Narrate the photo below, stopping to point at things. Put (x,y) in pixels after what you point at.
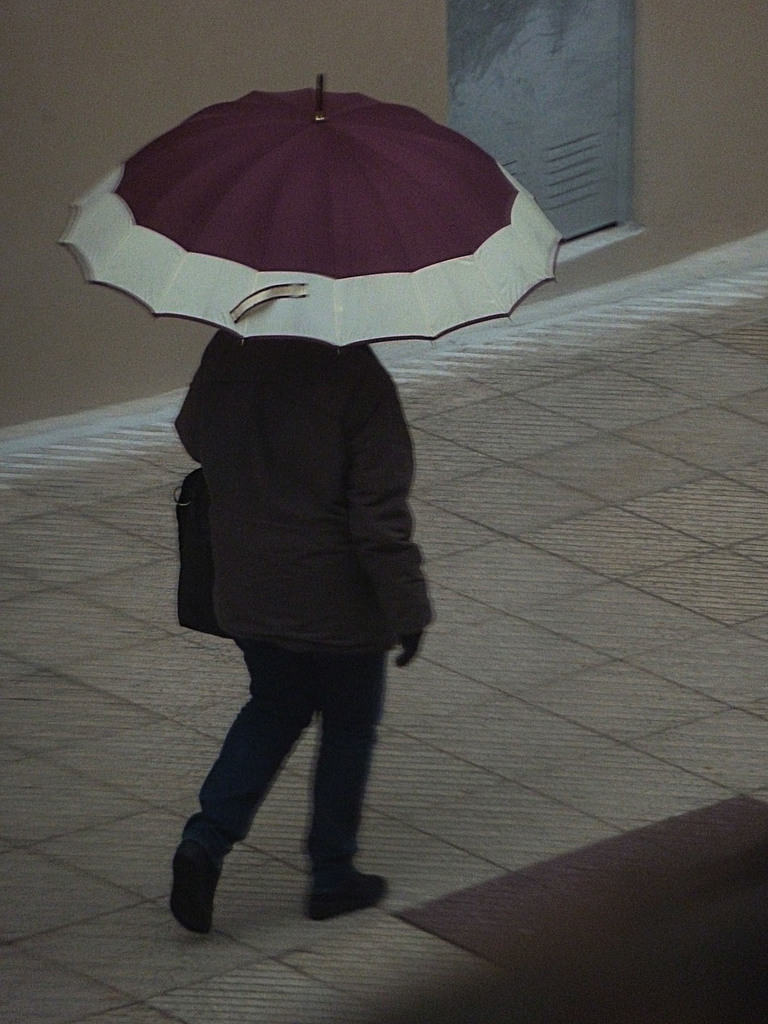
This image is taken outdoors. In the background (134,101) there is a wall (16,111) with a door (600,163). At the bottom of the image (471,889) there is a floor (572,579). In the middle of the image (322,489) a person (276,719) is walking on the floor (470,677) and holding an umbrella (353,232) in hand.
